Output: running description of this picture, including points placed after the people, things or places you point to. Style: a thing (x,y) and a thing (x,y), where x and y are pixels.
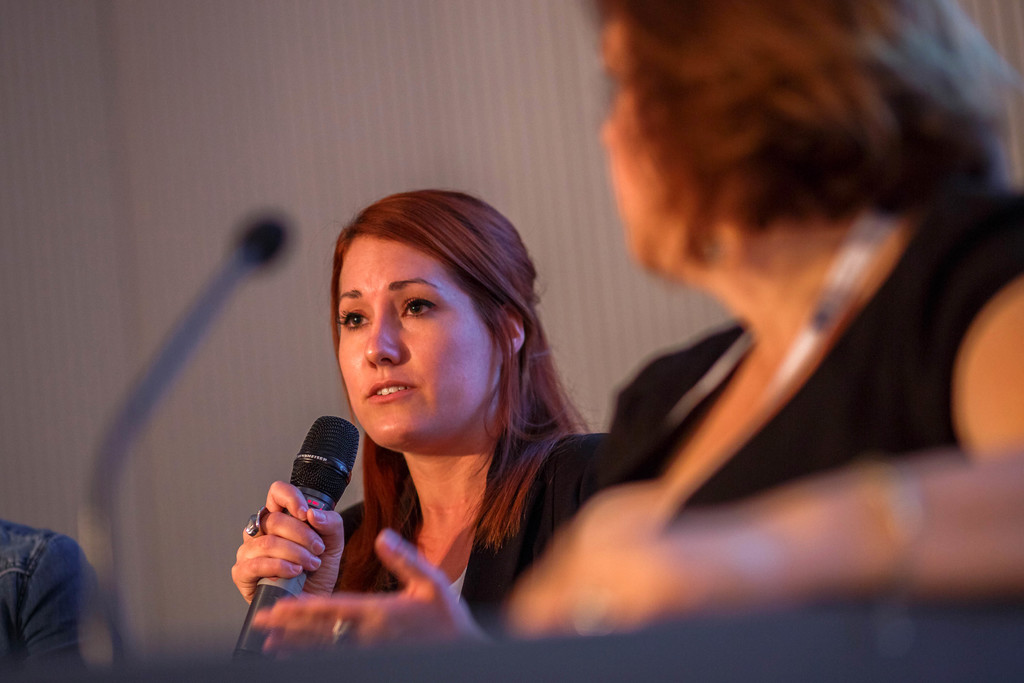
This picture shows couple of woman (752,381) seated on the chairs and we see a woman (383,474) holding a microphone (332,456) in hand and speaking and we see a man (41,635) on the side.
